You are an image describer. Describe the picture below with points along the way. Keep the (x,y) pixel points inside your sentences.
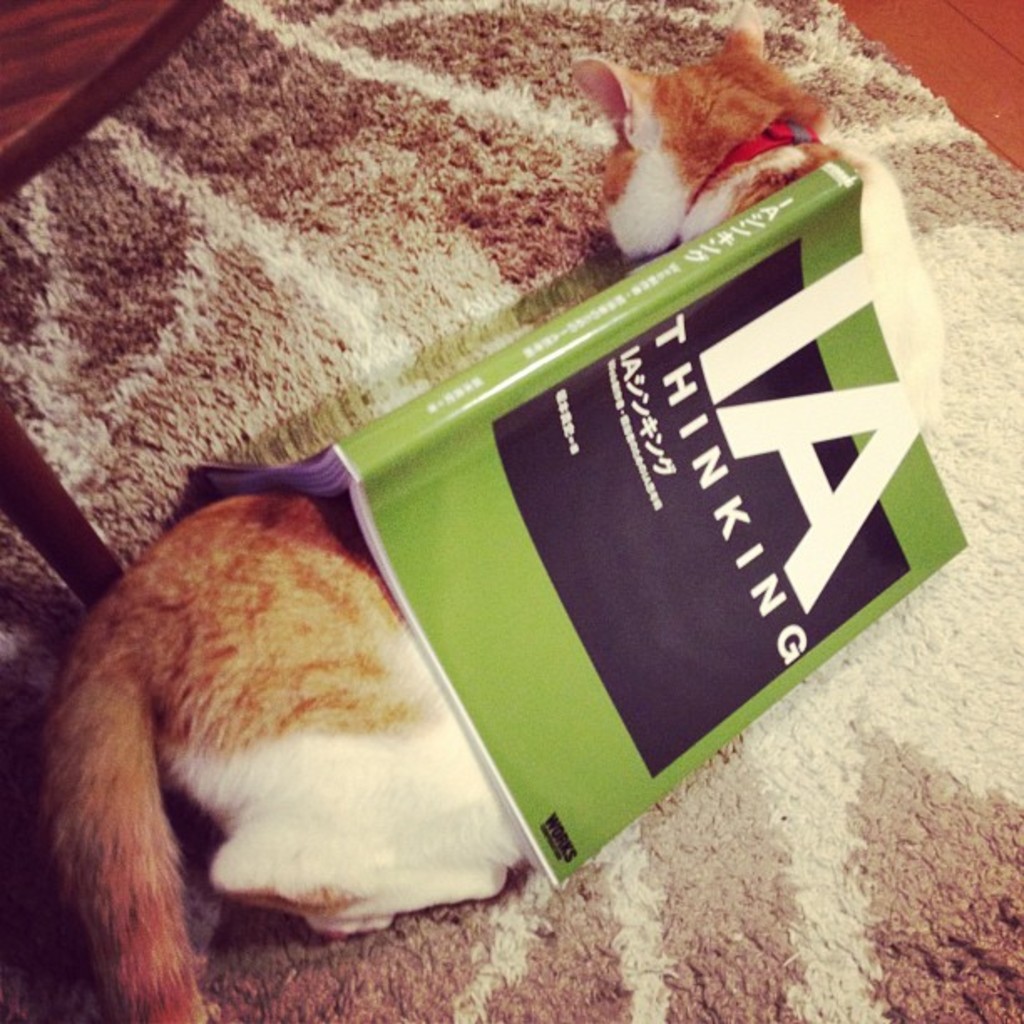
In this image we can see a cat (290,704) on the mat (737,930) and there is a book (557,424) on the top of the cat (383,586).
